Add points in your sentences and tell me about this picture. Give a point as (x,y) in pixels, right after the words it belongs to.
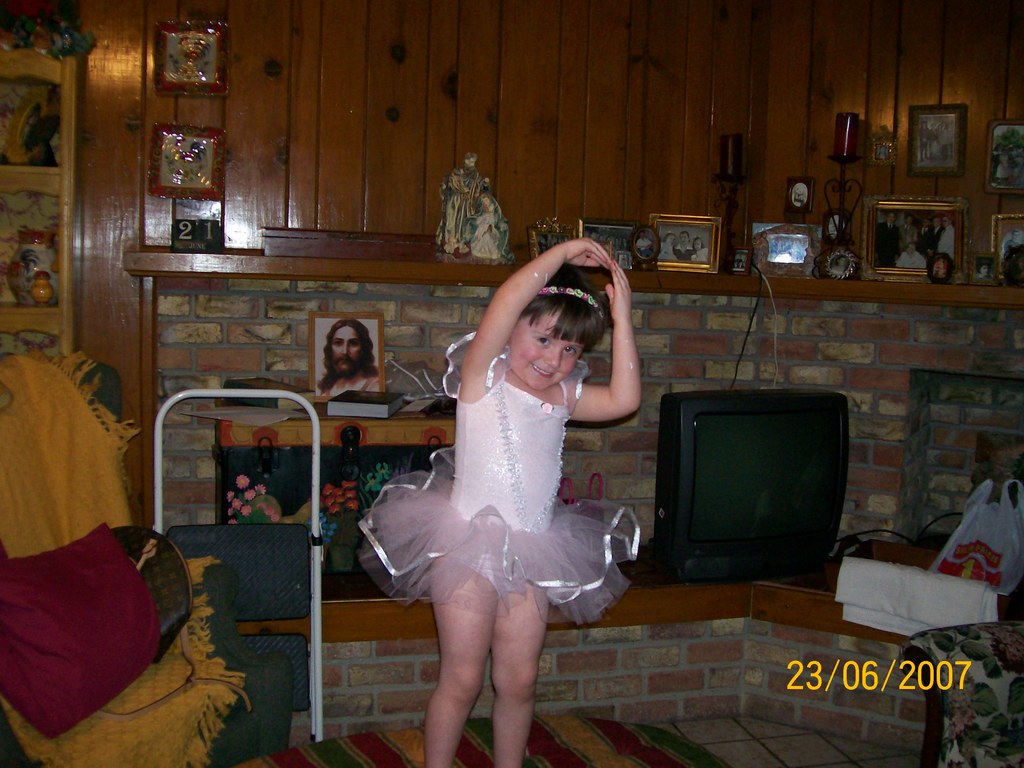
In this image we can see a girl (508,725) and she is smiling. Here we can see a chair (272,686), clothes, television (792,396), plastic cover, book (348,411), frames (356,372), and objects (433,399). In the background (802,155) there is a wall (747,314).
